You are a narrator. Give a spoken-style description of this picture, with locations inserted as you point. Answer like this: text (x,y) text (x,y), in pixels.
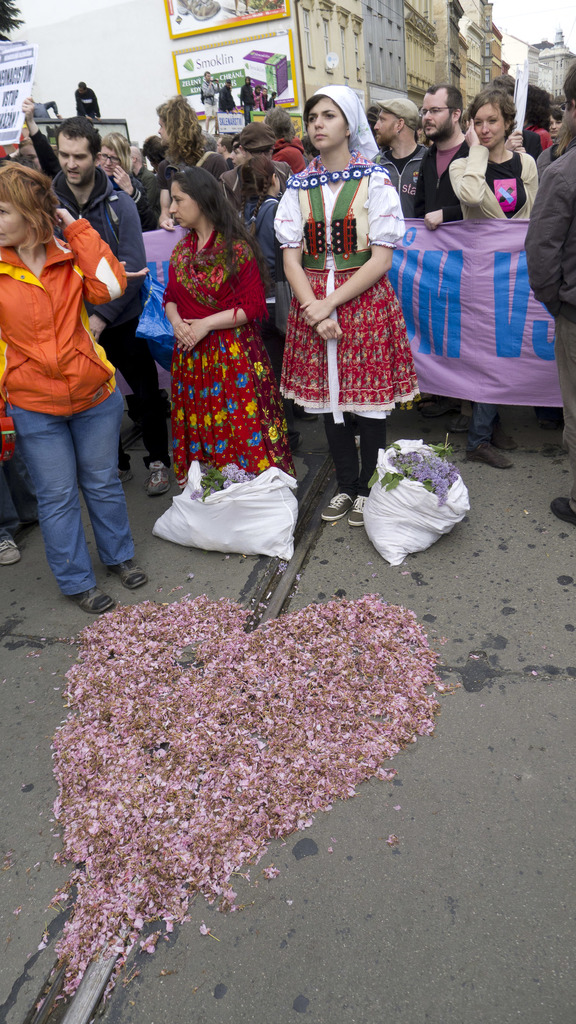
In this picture I can observe some flowers (154,756) on the road (61,891). There are some people (194,333) standing on the road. I can observe men (96,223) and women (290,203) in this picture. In the background (399,51) there are buildings (391,49).
